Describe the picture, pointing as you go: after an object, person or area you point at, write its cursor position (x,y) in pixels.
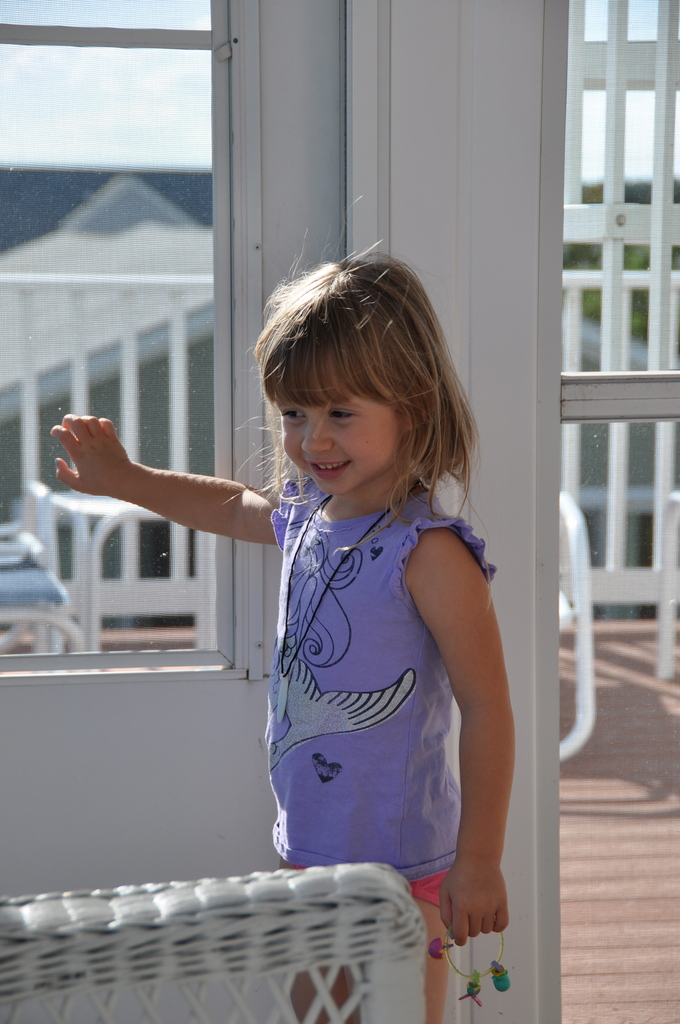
In this image there is a kid (365,521) standing and smiling, and in the background (195,584) there are chairs (122,537), table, iron grills (613,343), house (11,199), sky (9,18).
